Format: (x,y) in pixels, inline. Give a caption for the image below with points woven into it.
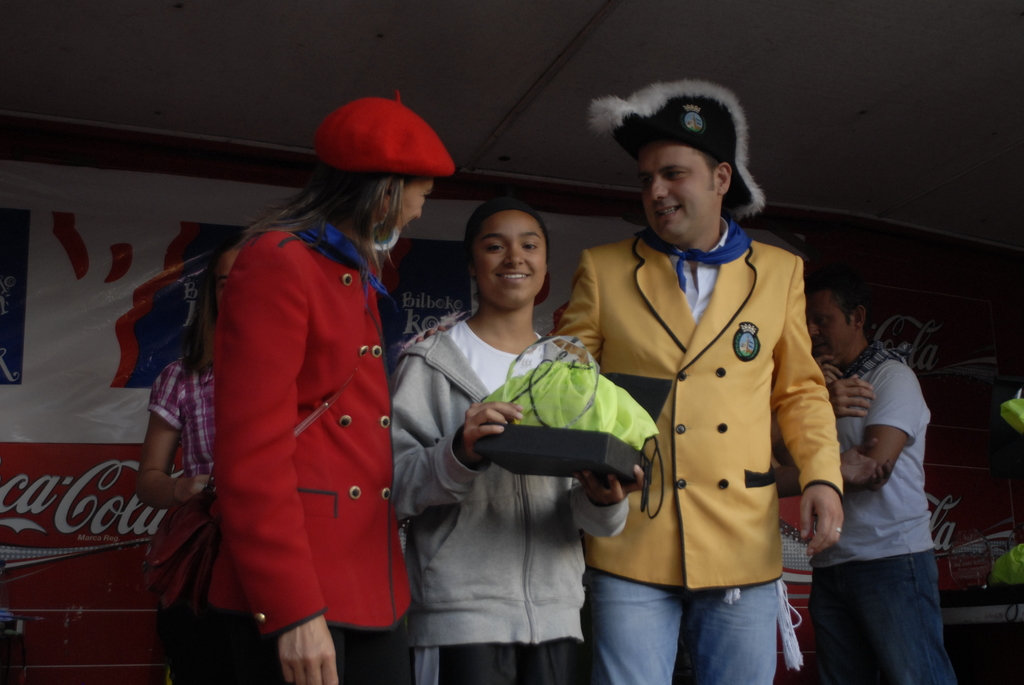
In this picture we can see a group of people (593,502) and a person (496,487) holding an object (508,449). Behind the people (339,466), it looks like a banner (108,293) and some objects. At the top of the image (239,69), there is a ceiling (253,71).
